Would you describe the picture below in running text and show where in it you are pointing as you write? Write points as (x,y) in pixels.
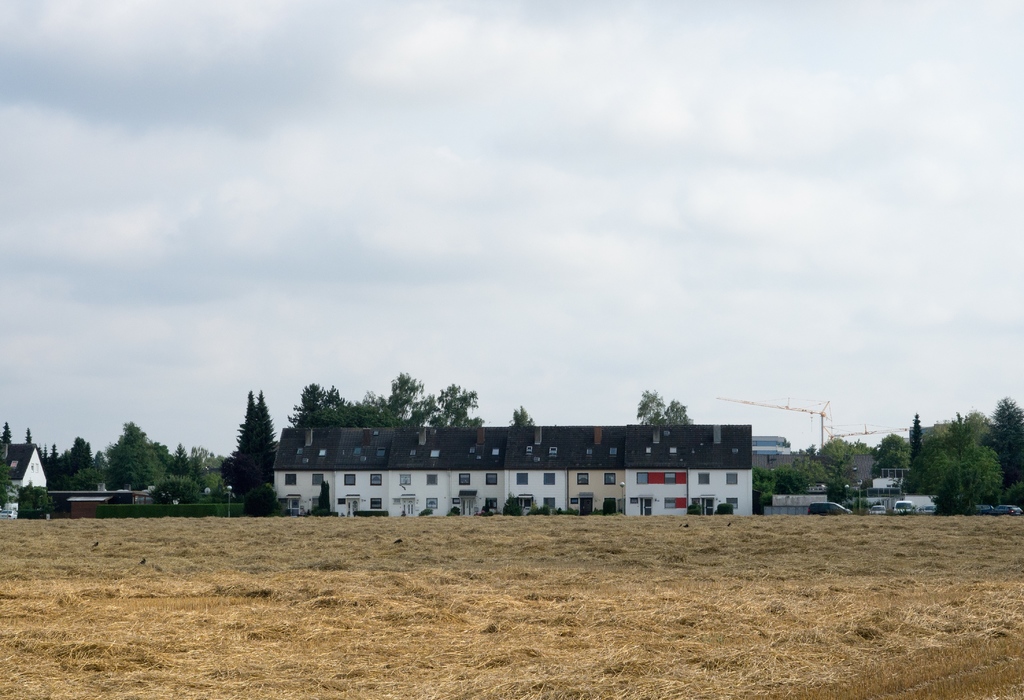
These are the buildings (502,483) with the windows (546,483). Here is the dried grass (360,640). I can see the vehicles (898,511) and the trees (855,449). This looks like a tower crane (817,413). These are the bushes (163,509). Here is the sky (465,200).
